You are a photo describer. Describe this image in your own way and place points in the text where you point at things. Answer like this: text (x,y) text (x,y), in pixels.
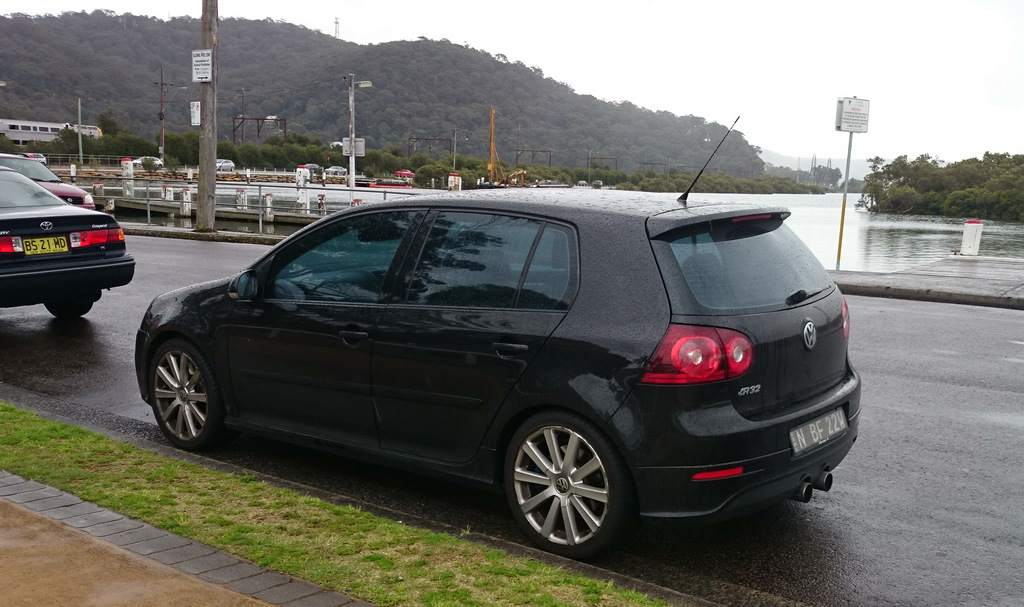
This picture consist of vehicles (432,237) visible on road (883,380), in the middle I can see the lake (882,230) and around the lake (860,215) I can see trees (109,132) and sign boards (845,118) and the hill (290,33), at the top hill (538,69) I can see trees (602,101) and at the top (628,52) I can see the sky (539,53).
